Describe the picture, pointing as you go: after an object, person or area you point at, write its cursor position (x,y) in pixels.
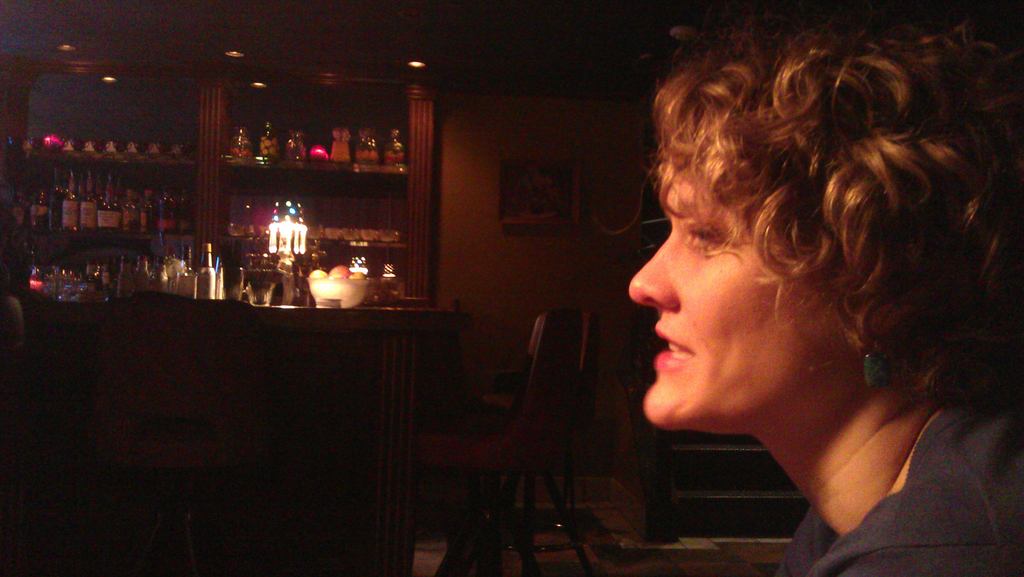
In this picture we can see a woman (967,516), steps (738,475), chairs (582,385), bowl (351,285) with fruits (325,273) in it and some objects (205,267) in racks (351,185), lights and a frame (523,169) on the wall (518,274).
